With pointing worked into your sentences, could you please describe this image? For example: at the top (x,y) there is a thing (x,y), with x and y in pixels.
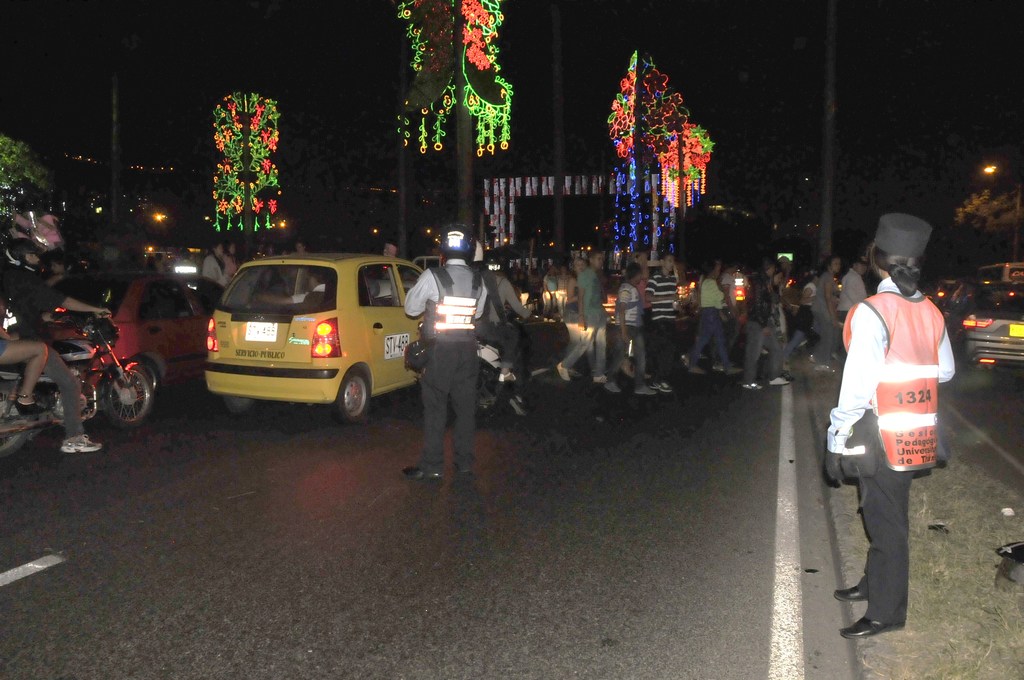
The photo is taken on a road (549,532). Few people (823,313) are crossing the road (523,497). Few vehicles (90,408) are passing by the road (535,523). In the background (247,127) there are lights (247,110) attached to poles (247,124). In the right (900,310) a lady (898,376) wearing a safety jacket (903,465) and cap (909,229) is standing.
